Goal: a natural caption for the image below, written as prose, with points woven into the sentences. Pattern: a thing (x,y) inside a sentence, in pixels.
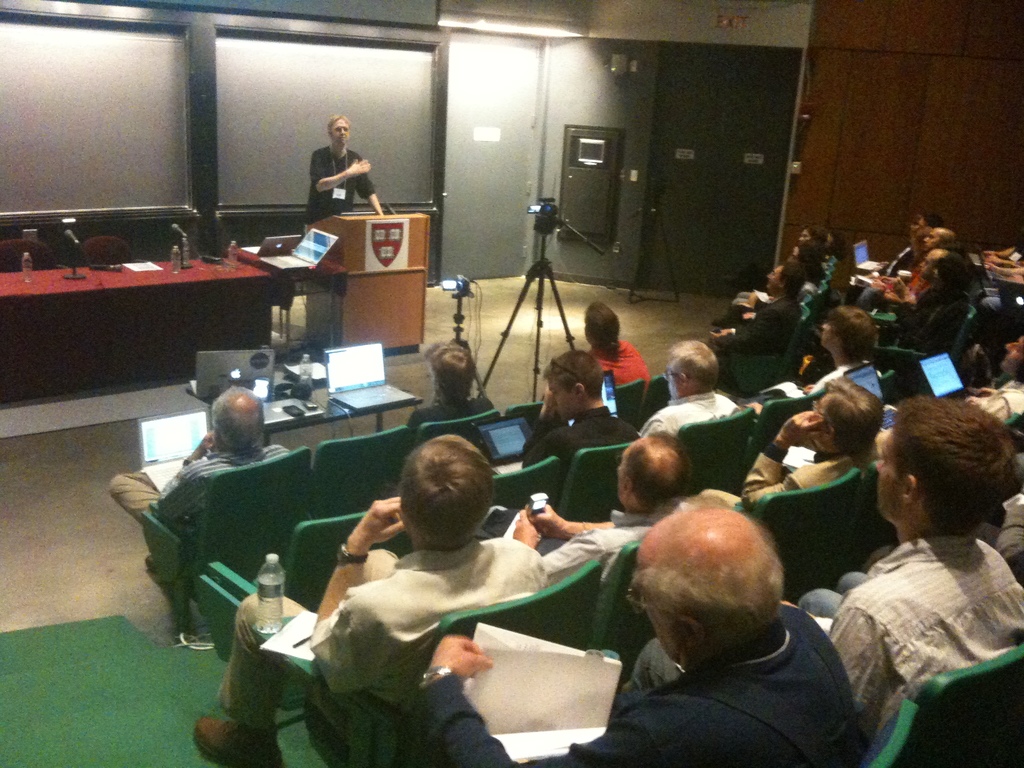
In this image we can see many people (683,491) sitting. Some are holding laptops (1002,288). In the back (347,163) we can see person (336,147) standing. In front of him there is a podium (391,274). Also we can see a table (331,395). On the table (246,389) we can see laptops (342,378), bottle (301,366) and some other items (294,383). There are cameras (548,218) on stands (455,322). In the back (153,292) there are tables (86,287). On the tables (99,279) there are microphones (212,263), bottles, laptops (312,250) and some other items (119,264). In the background (269,128) we can see wall (565,80).
